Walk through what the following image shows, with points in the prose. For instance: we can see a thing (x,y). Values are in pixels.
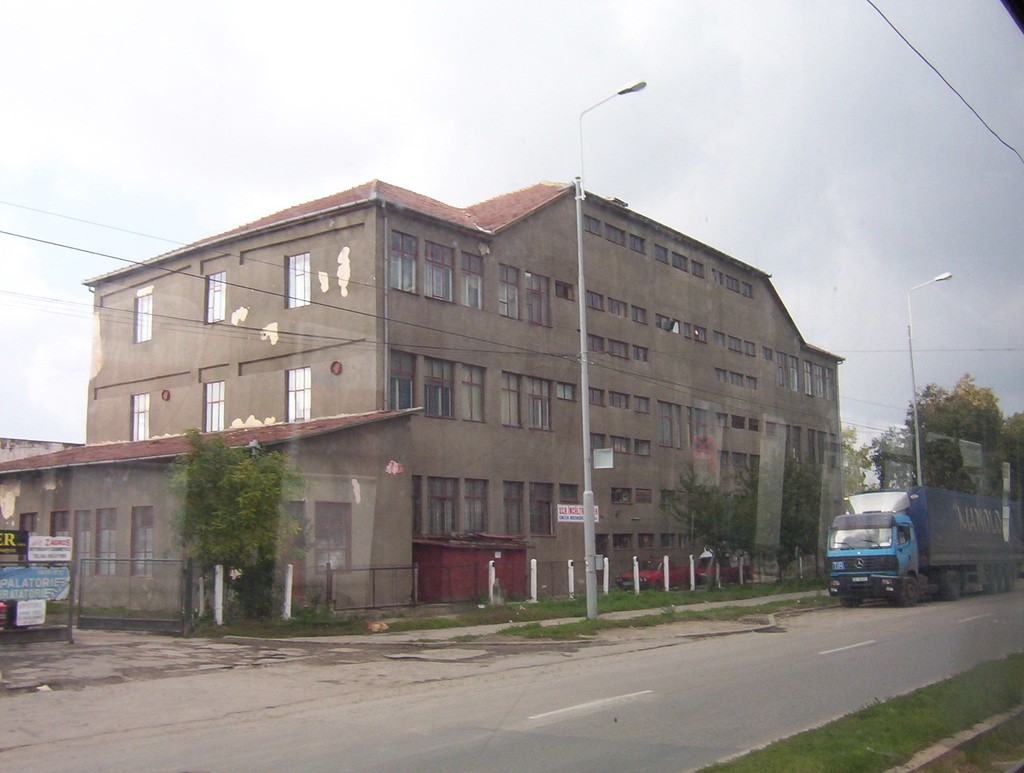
This image is clicked on the road (541,661). In the foreground (554,715) there is the road (935,609). There is a truck (929,559) parked on the road (549,732). Beside the road (568,723) there's grass (610,624) on the ground (761,630). There are street light poles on the walkway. In the background (553,367) there are buildings (613,419) and trees (705,506). In front of the buildings (104,546) there is a railing (100,574). At the top (485,71) there is the sky (484,84).
